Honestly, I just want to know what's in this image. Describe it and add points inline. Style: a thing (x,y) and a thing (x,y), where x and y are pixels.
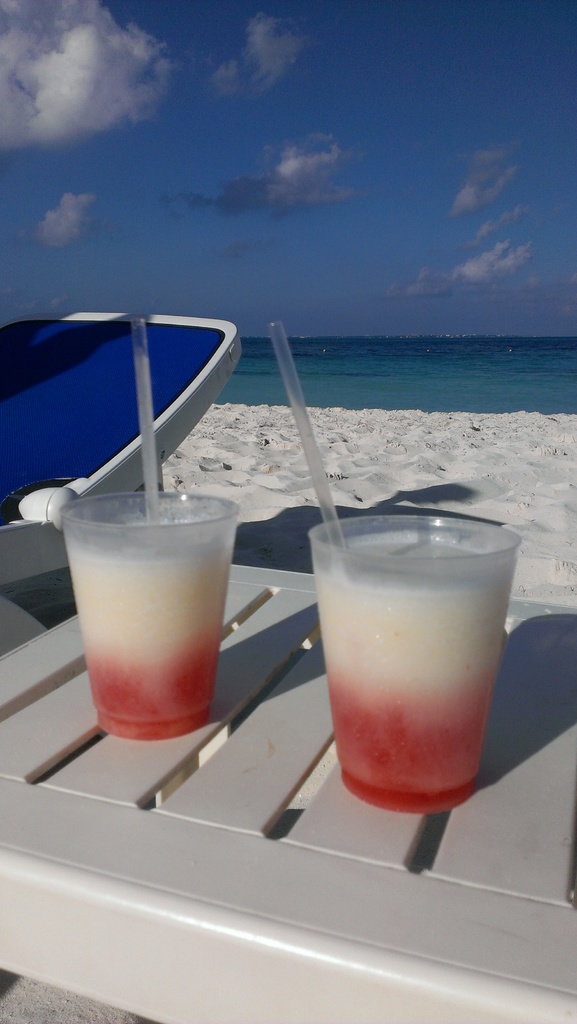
In this image we can see the two glasses (428,558) with straws (301,432) on the surface (234,686). And we can see the rest chair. And we can see the sand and the water (385,386). And we can see the clouds (253,188) in the sky (289,161).
